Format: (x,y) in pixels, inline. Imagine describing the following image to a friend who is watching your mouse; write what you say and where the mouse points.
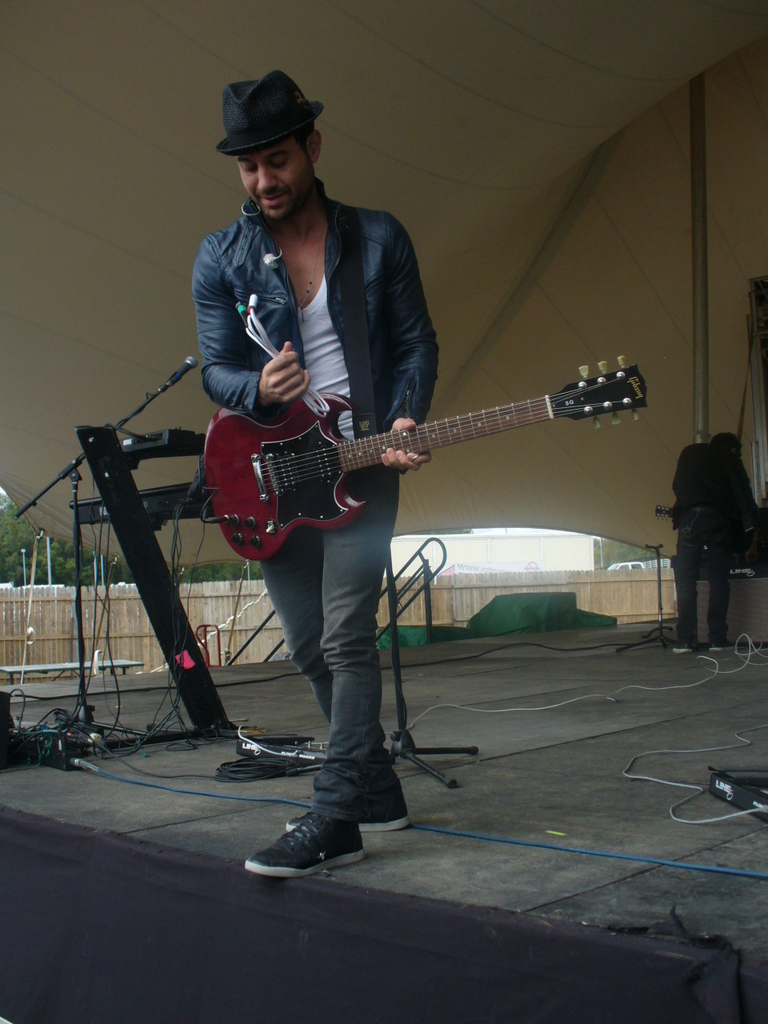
In this image there is a person (318,535) standing and holding guitar (360,451), he is holding wires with other hand (281,386). At the back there is a microphone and at the right side of the image (672,520) there is a person (695,460) standing at the table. At the bottom (120,701) there are wires (62,714), at the top (400,194) there is a tent (427,172), at the back (51,626) there is a wooden fence (14,626), tree (26,539), building (515,547) and a vehicle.
